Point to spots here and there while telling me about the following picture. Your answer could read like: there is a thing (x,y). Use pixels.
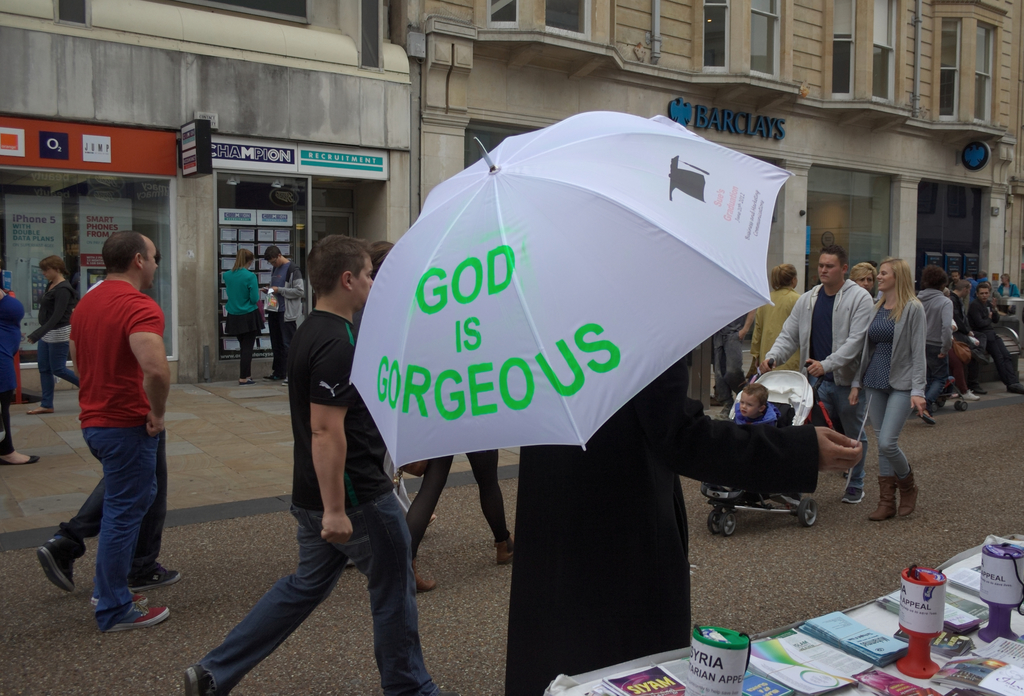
In this image, we can see a person (684,461) holding an umbrella (592,380). There are some persons (368,266) wearing clothes (959,375) and walking on the road (806,572) beside the building (331,124). There is a table (876,598) in the bottom right of the image (875,611) contains some books (884,665) and cups (922,612).
